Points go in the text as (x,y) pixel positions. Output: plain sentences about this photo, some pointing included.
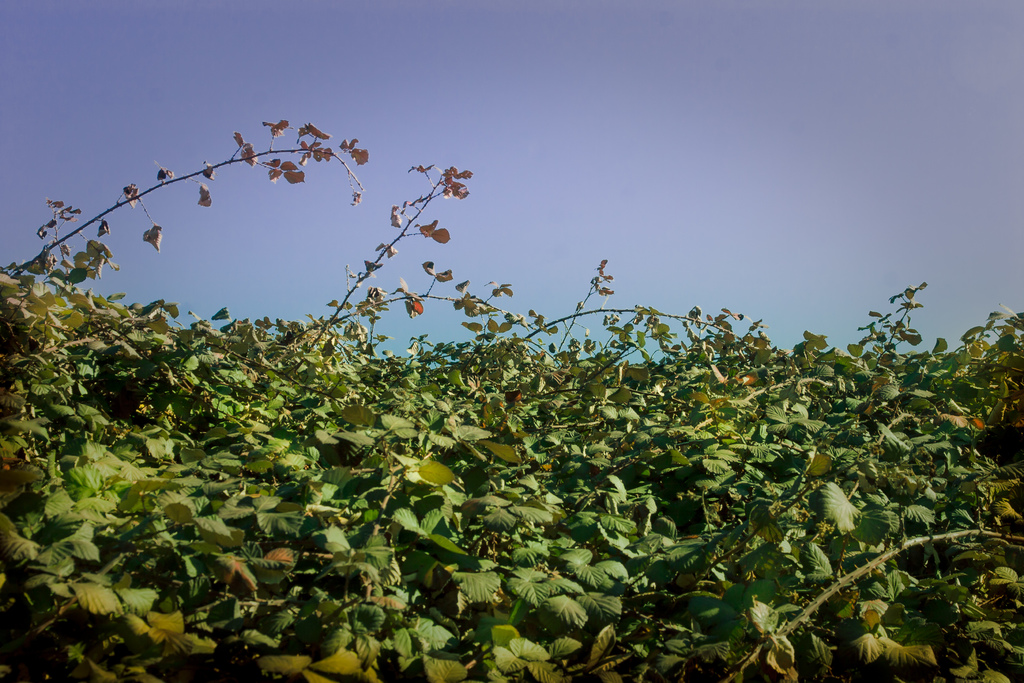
In this image, I can see the trees (829,447) with branches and leaves (388,596). This is the sky (762,133).
